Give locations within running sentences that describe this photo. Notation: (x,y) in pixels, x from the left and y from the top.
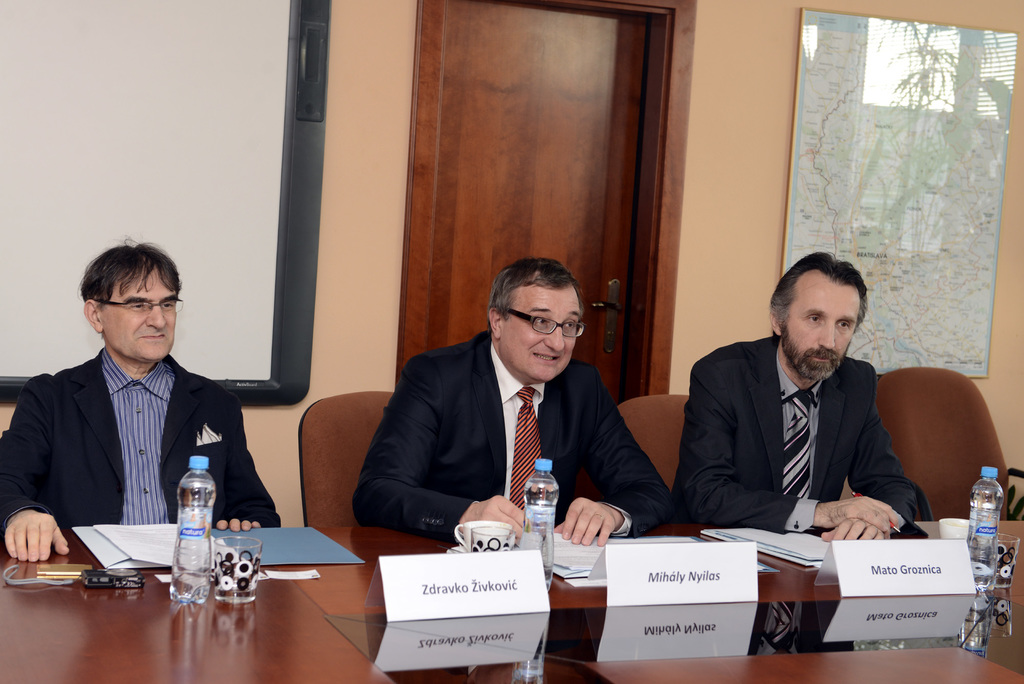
In the picture we can see three men (812,361) are sitting on the chairs (920,384) and they are wearing a blazer (36,439) and near the desk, on the desk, we can see some water bottles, files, papers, and name boards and in the background (926,136), we can see a wall (780,40) with a white color board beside it we can see a door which is brown in color and beside it there is a map (908,277).
